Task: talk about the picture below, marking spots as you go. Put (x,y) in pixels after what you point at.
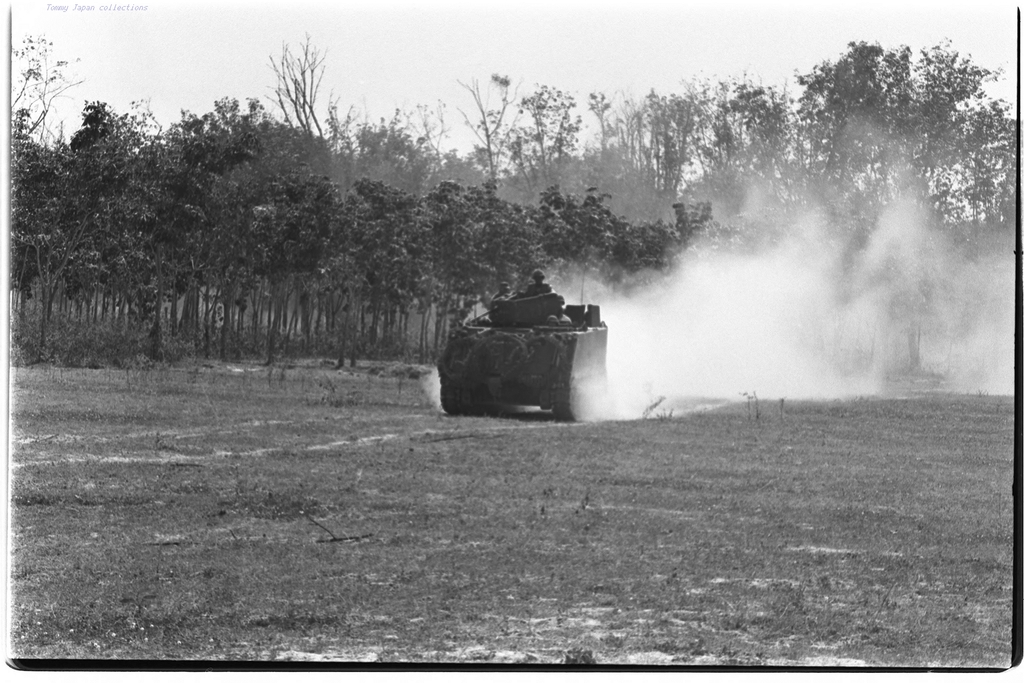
In the picture we can see black and white photography with a ground surface (499,544) on it, we can see an army tanker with an army person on it and from it we can see smoke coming out behind it and we can see many trees (250,217) and sky (163,18) with clouds (327,74).
